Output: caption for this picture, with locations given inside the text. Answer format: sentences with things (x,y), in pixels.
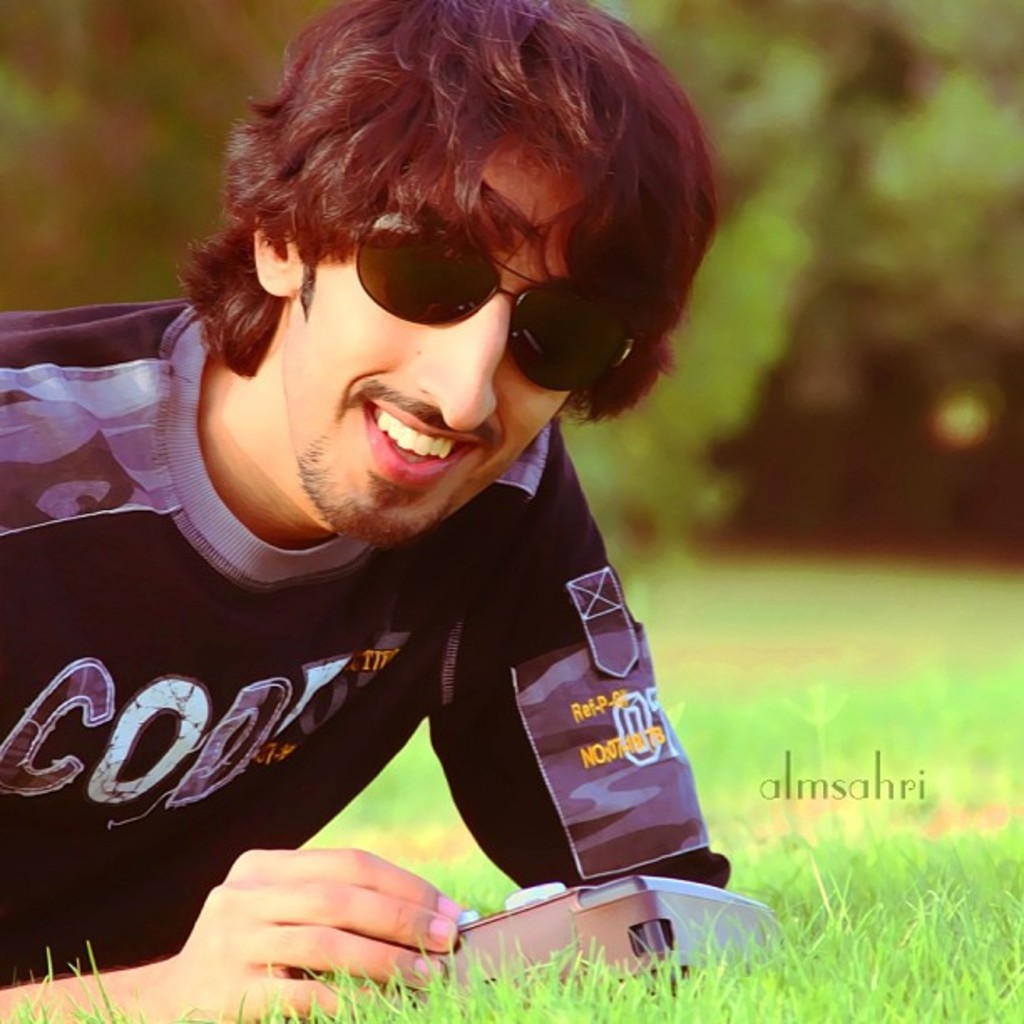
In the picture we can see a man (580,832) leaning on the grass surface (469,1014) and he is smiling and in the background (860,271), we can see the trees (904,152) which are not clearly visible.
